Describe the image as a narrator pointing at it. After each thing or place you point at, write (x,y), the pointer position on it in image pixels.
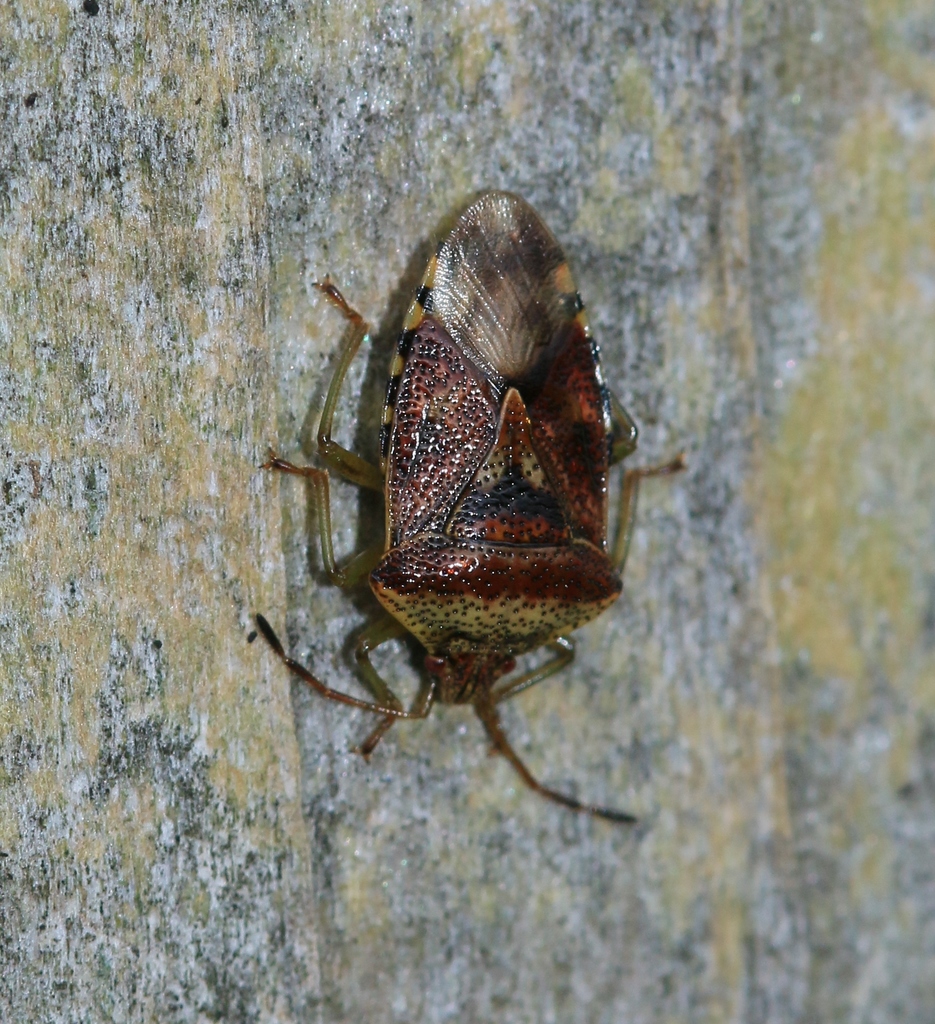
In this image, this looks like an insect (491,483) on the wall (312,527).
